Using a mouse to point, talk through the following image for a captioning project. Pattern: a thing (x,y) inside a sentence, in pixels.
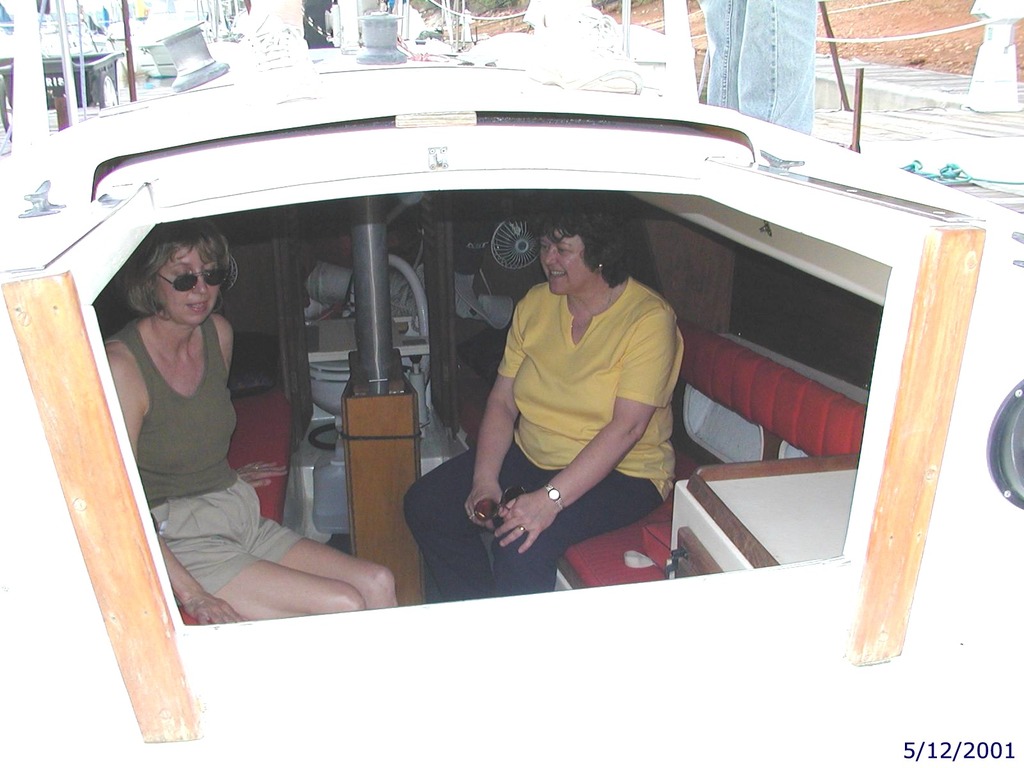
In this image I can see a boat (353,351) which is white and cream in color and in the boat (895,559) I can see two women (314,555) sitting on benches (612,547) which are red in color and a person (811,98) wearing jeans (731,6) is standing on the boat (736,148). In the background (854,34) I can see few other objects (476,16).
